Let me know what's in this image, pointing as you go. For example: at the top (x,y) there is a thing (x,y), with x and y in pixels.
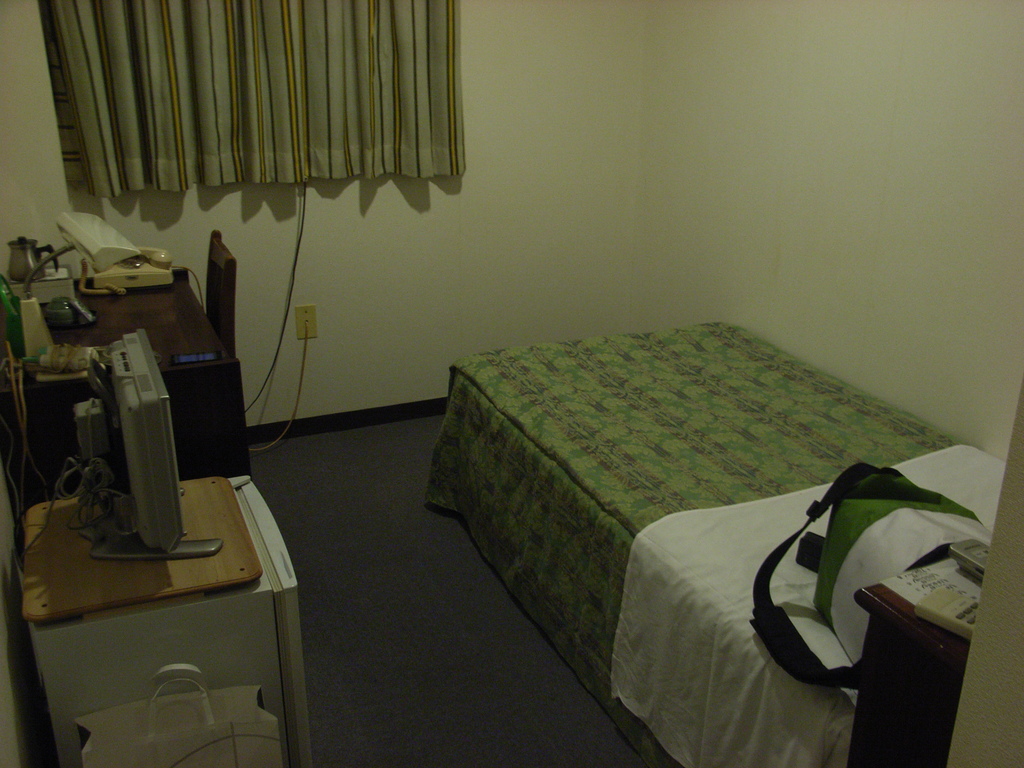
In this image we can see the bed (651,433), curtain (155,153). And we can see a bag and some objects (958,546) on the bed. And we can see the monitor (165,481). And we can see the lamp (88,238), telephone (161,272), chair (216,289) and some other wooden objects (944,655).
